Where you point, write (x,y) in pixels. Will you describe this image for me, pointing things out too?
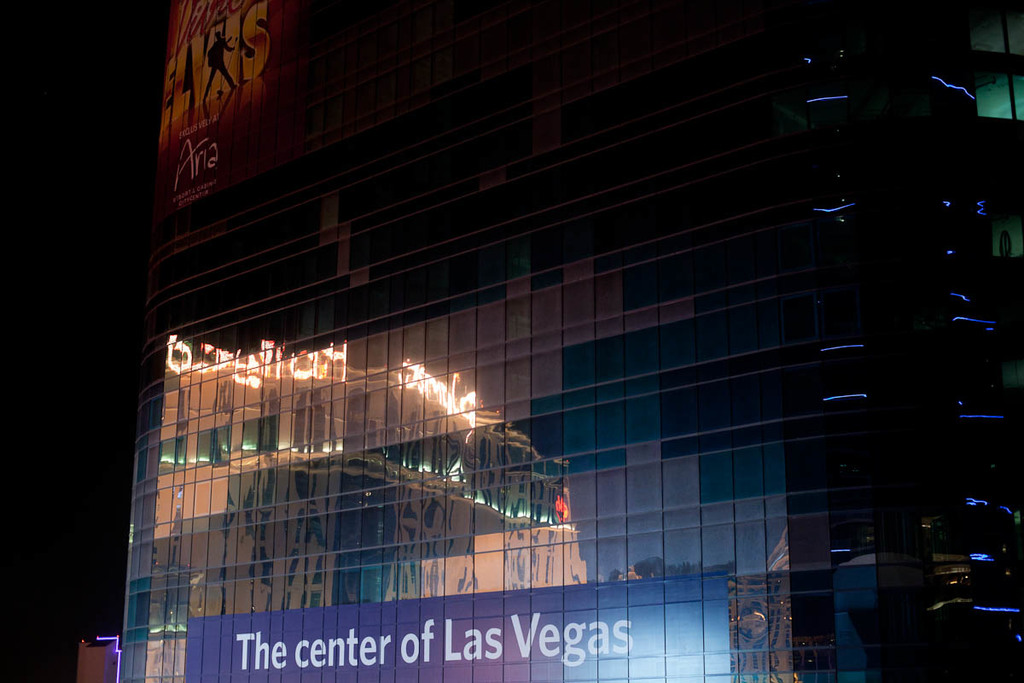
This is an image clicked in the dark. Here I can see a building (221,486) with architectural glass (419,473). At the bottom of the image (352,648) I can see some text (366,650) on this glass (366,613).
